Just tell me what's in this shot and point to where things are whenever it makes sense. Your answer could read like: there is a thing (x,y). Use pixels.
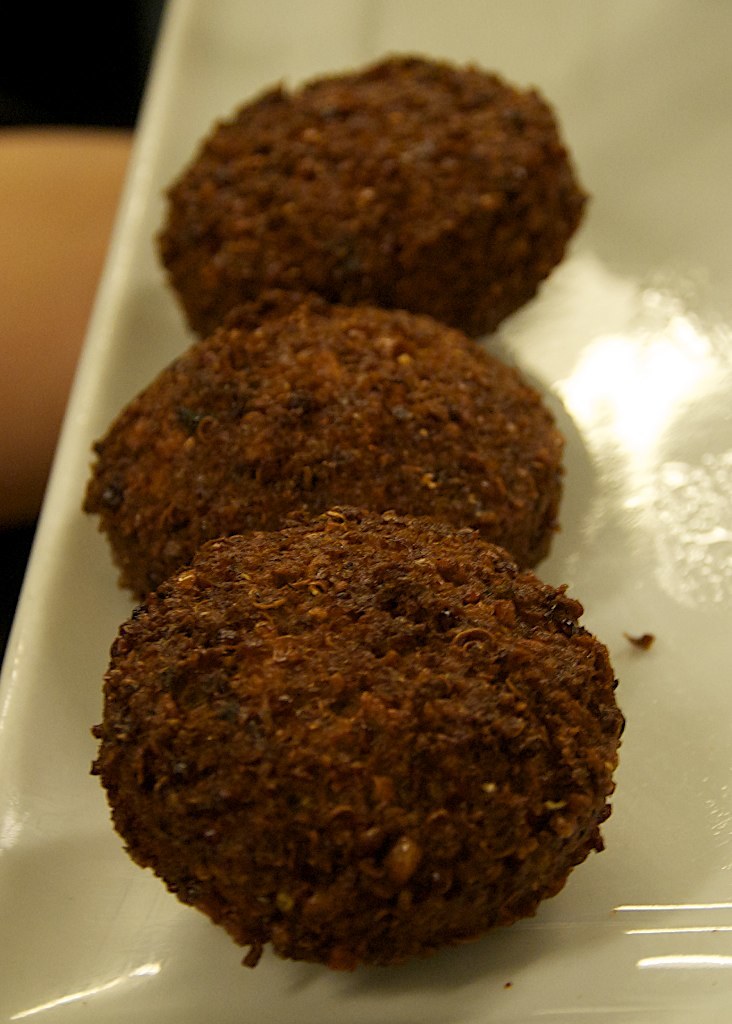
In this image, we can see some food items (308,441) on a plate (623,886). We can see the ground (102,91) and an object (23,330) on the left (2,5).
